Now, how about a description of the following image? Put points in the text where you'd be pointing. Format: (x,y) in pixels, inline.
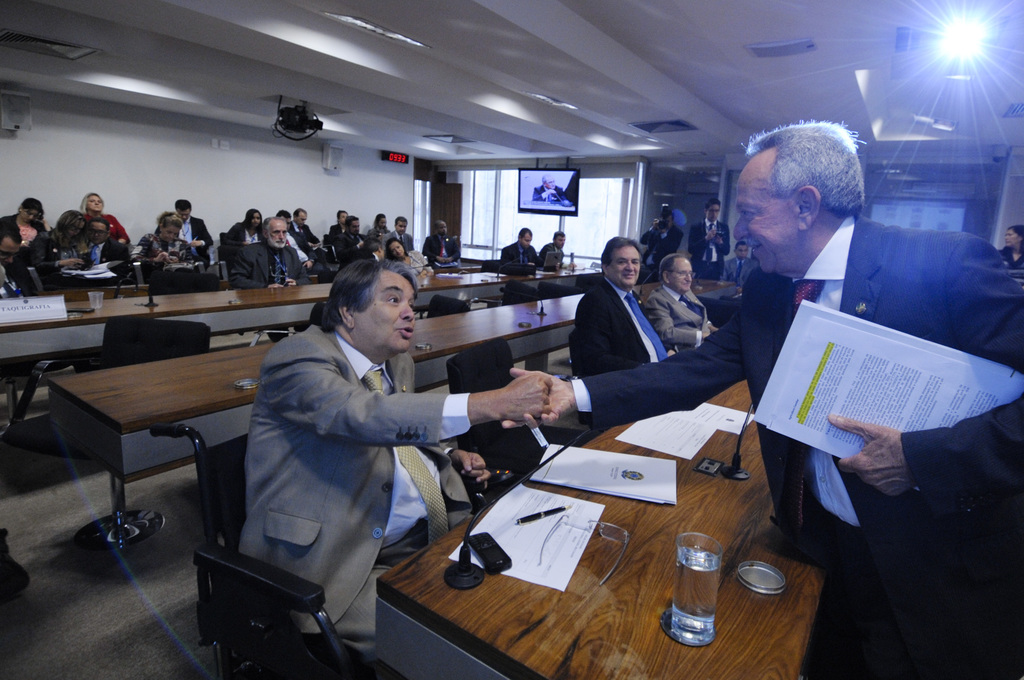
Here we can see persons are having a conversation and in the background (321,261) we can see a few people (634,316) who are sitting on a chair (513,270). This is a television (564,214) and this is a roof (867,57) with lighting arrangement (975,19).
